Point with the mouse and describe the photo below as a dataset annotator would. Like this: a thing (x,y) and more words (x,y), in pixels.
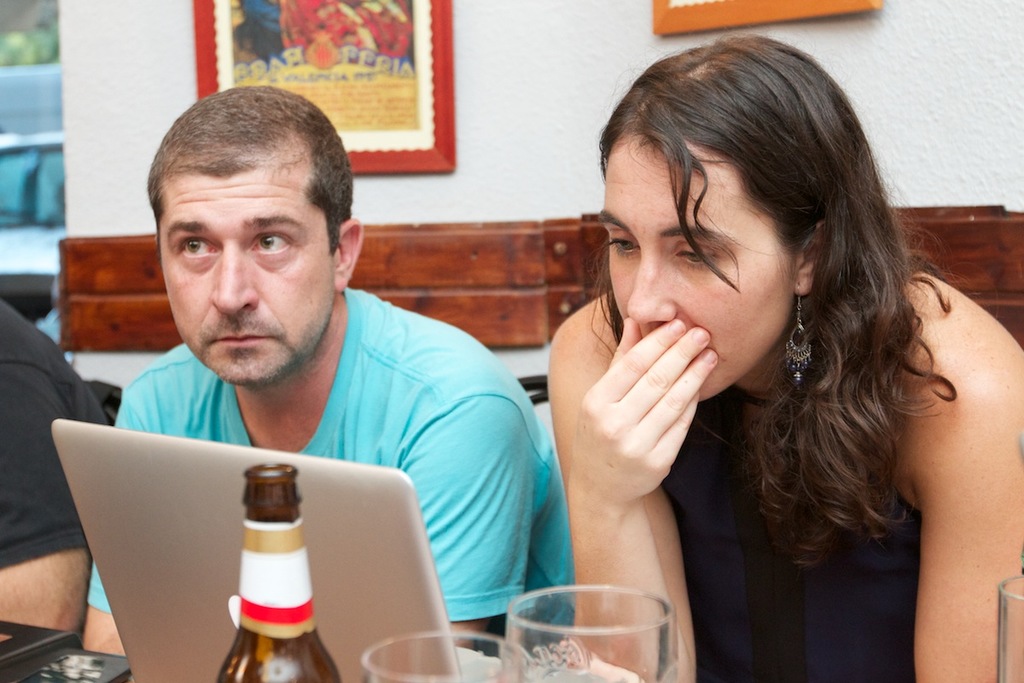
On the background (529,45) we can see frames (675,22) over a wall (488,108). We can see a women (609,363) and a man (361,373) sitting on a chair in front of a table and on the table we can see laptop (383,574), bottle (281,561) and glasses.
